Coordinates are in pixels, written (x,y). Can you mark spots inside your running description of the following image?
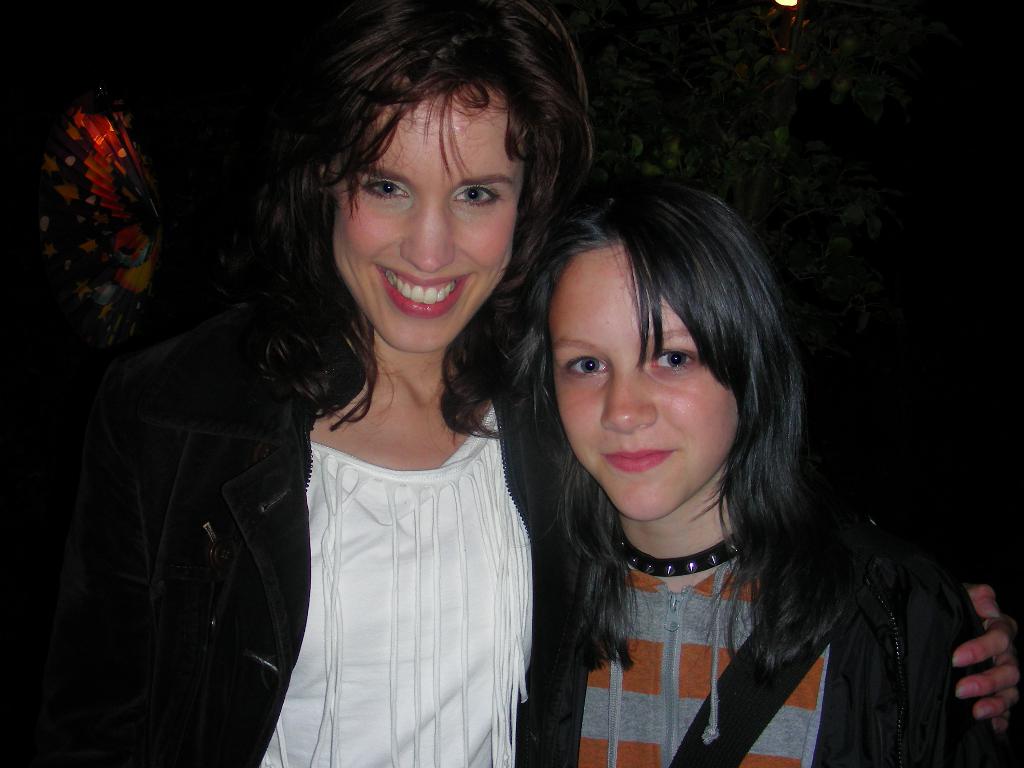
In this picture I can observe two women (593,524). Both of them are smiling. One of them is wearing black and white color dress (400,597). In the background (669,133) I can observe some plants (693,94).
